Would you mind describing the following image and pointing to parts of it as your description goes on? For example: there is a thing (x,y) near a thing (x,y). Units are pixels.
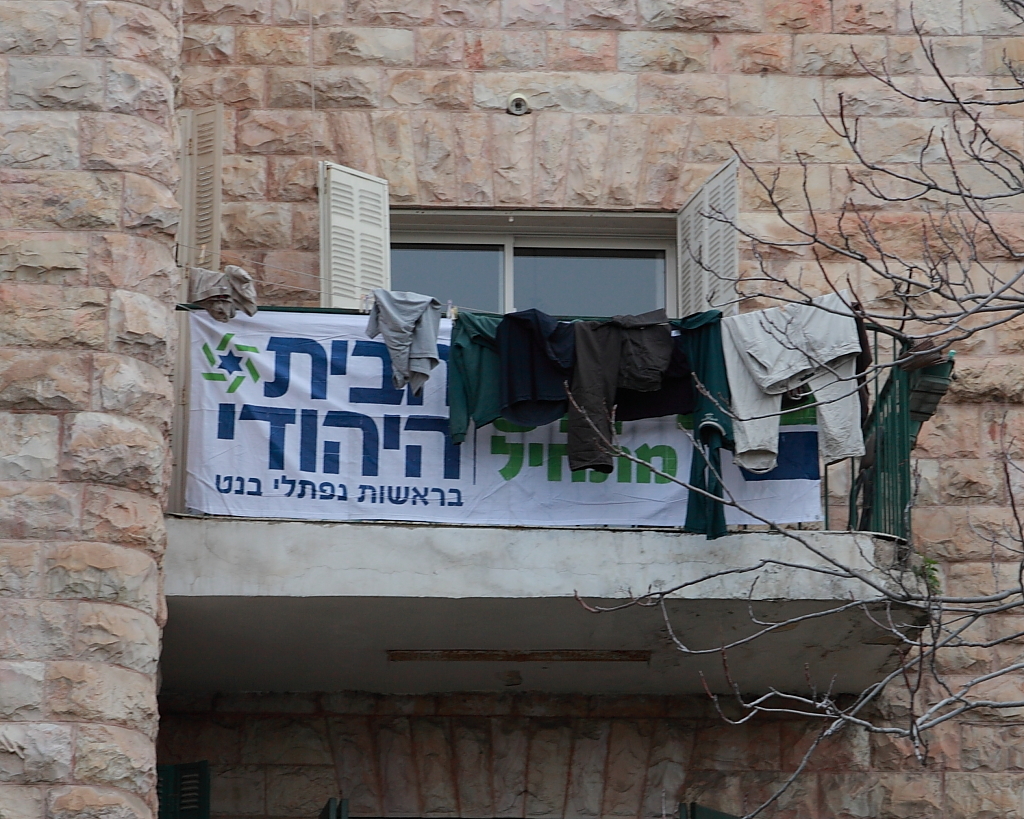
In the picture I can see the balcony (253,583). I can see the metal fence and there is a banner (420,487) on the metal fence (882,407). I can see the clothes (467,322) on the rope (470,310). It is looking a deciduous tree (1010,298) on the right side (849,308). I can see the glass window (569,244).
